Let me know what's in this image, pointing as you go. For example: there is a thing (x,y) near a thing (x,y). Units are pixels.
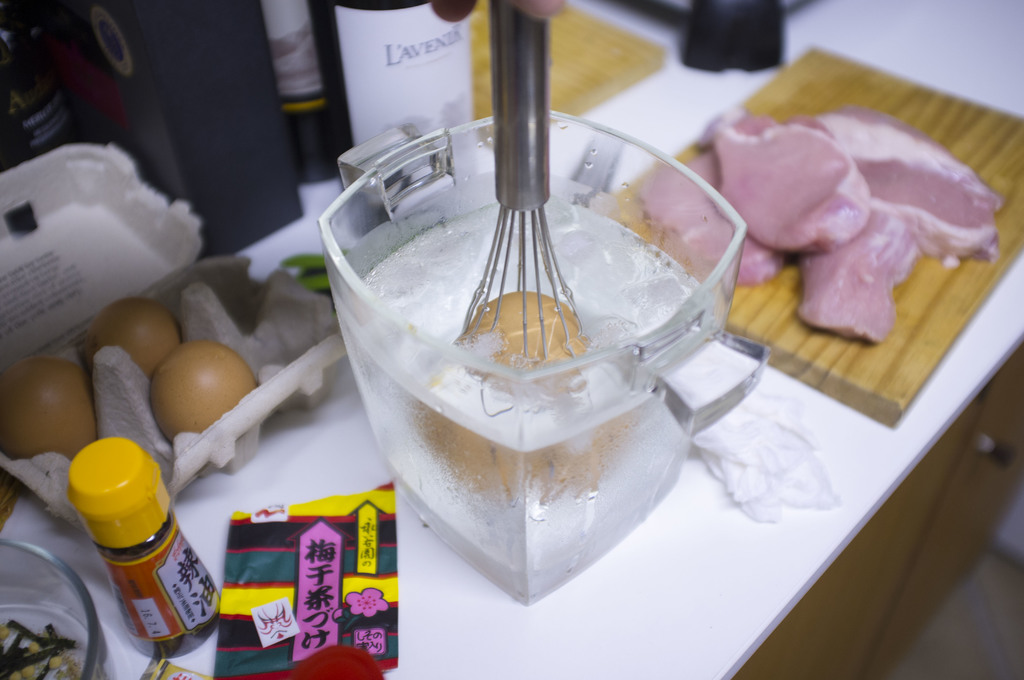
There is a person (535,9) holding egg beater (538,105) and placed it in the water (592,259). The water (582,227) is in glass bowl (621,471), which is on the white color table (572,579), on which, there is a wooden plate (951,290), on which, there is a meat (774,205), there are eggs (159,373), bottles (137,574) and other objects (157,272).
